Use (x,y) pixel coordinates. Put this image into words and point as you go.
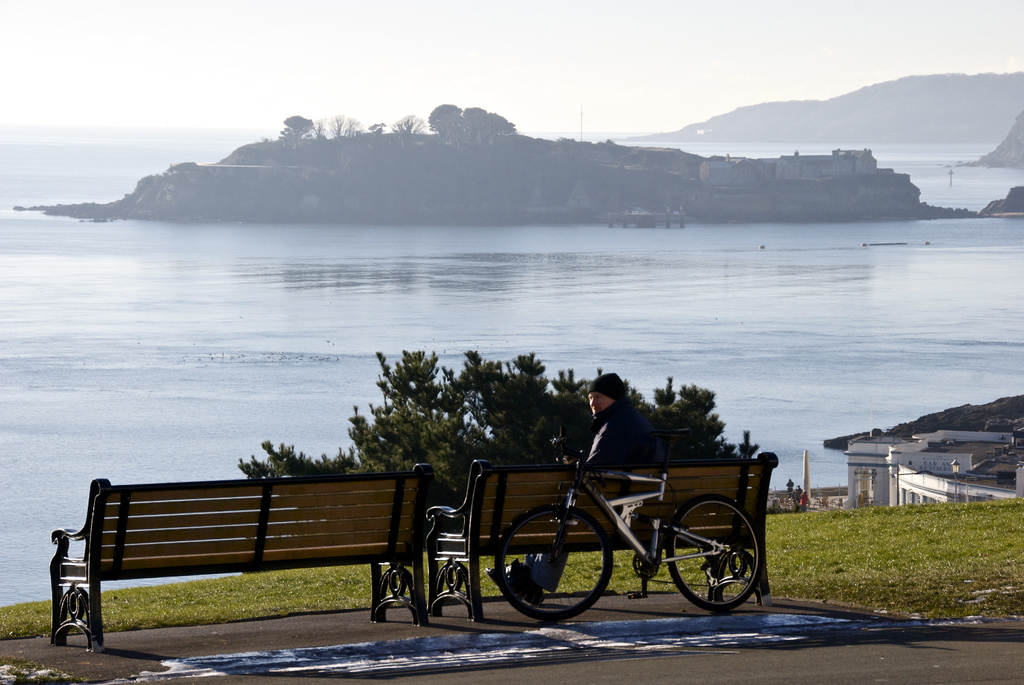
In this picture we can see a man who is sitting on the bench (457,538). This is bicycle (626,527) and there is grass (902,533). Here we can see some trees (449,393) and there is water (253,309). On the background (470,73) there is a sky (729,55) and this is mountain (908,120).
